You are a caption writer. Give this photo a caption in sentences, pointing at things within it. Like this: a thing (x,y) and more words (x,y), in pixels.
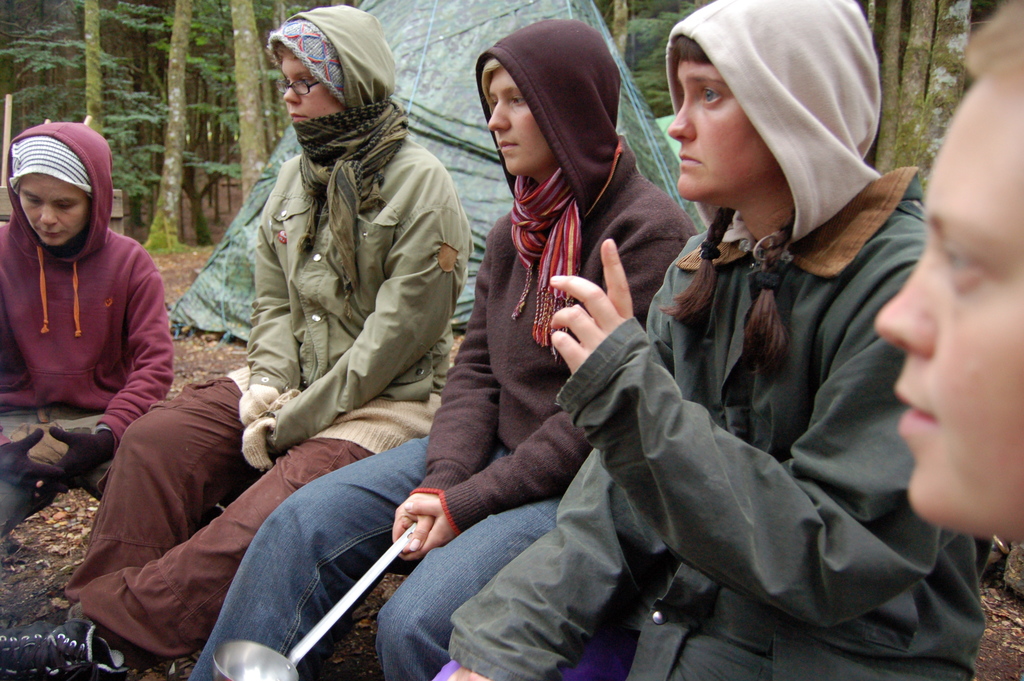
In the foreground (259,321) there are people (374,321) sitting. In the center (503,287) there is a person (439,549) holding a ladle (357,585). In the background (576,6) there are trees (662,32) and a tent (464,105).
